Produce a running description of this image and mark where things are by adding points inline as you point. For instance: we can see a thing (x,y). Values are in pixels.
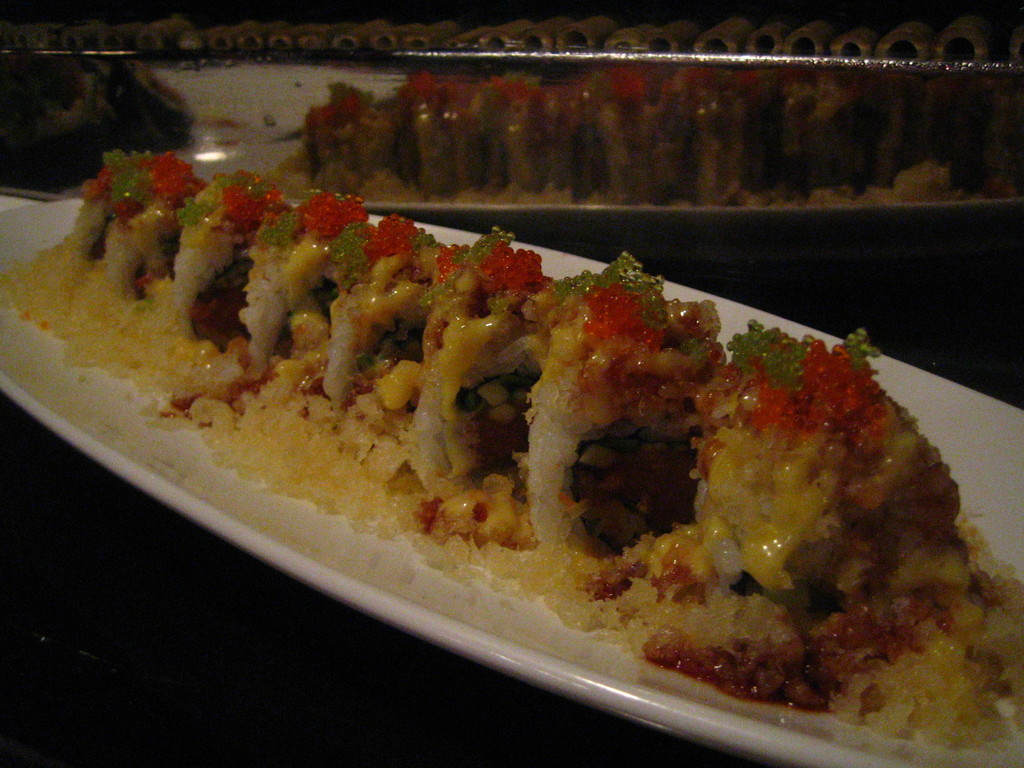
In this picture there is a plate (1,245) in the center of the image (485,380), which contains food items (494,323) in it.
